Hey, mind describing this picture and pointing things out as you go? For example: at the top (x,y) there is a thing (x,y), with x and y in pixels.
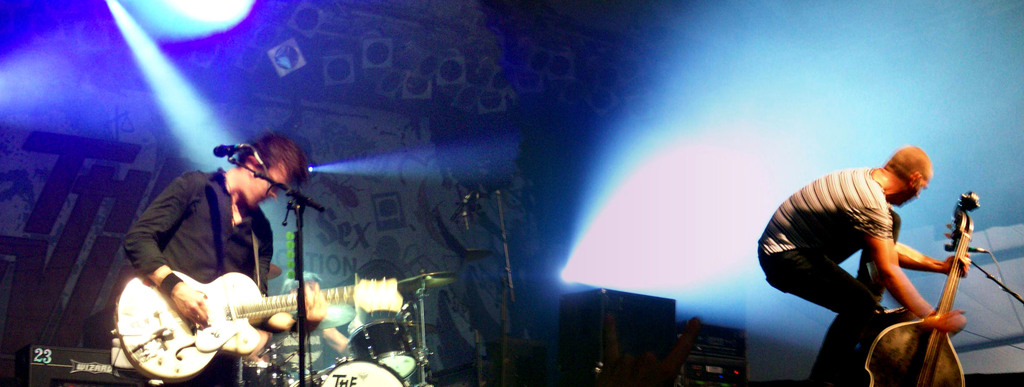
In this image there is a man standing and playing a guitar (210,313) near the microphone (222,150), another man (841,378) standing and holding a double bass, and at the background (50,354) there is a man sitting and playing the drums (419,321), focus lights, speakers (139,376).
